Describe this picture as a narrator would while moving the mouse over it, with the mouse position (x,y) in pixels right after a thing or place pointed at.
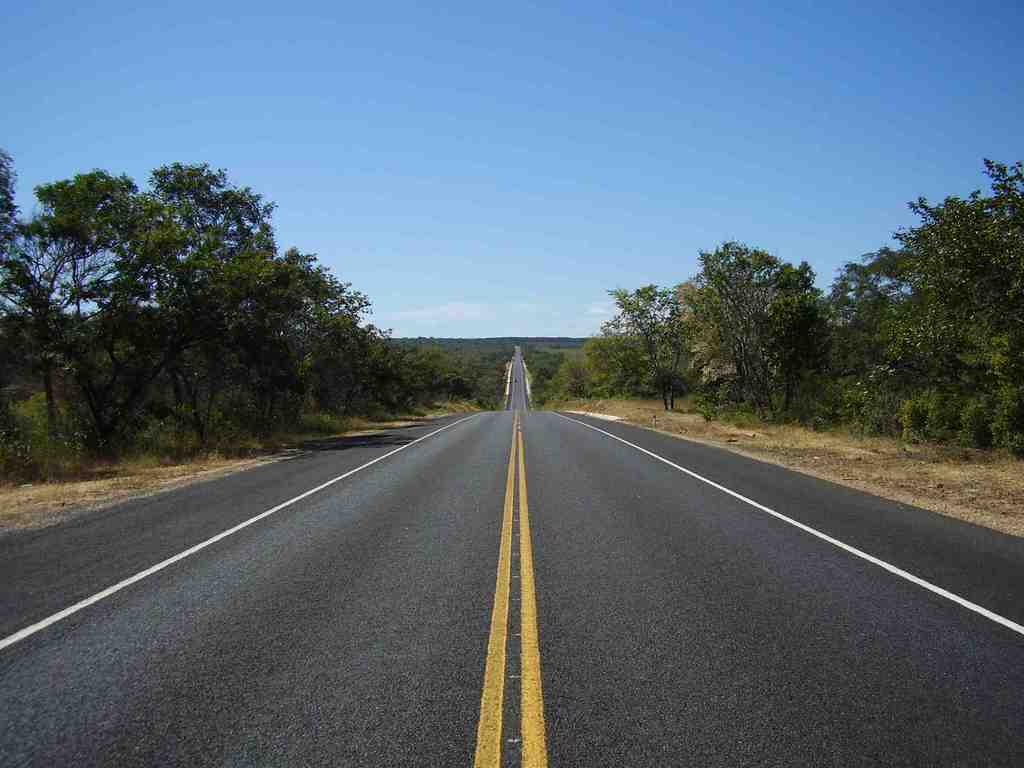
In this image there is a road (531,504) in the middle (489,461). There are trees (255,379) on either side of the road (469,497). At the top (637,64) there is the sky (644,80). On the road (489,461) there are lines (194,547).
